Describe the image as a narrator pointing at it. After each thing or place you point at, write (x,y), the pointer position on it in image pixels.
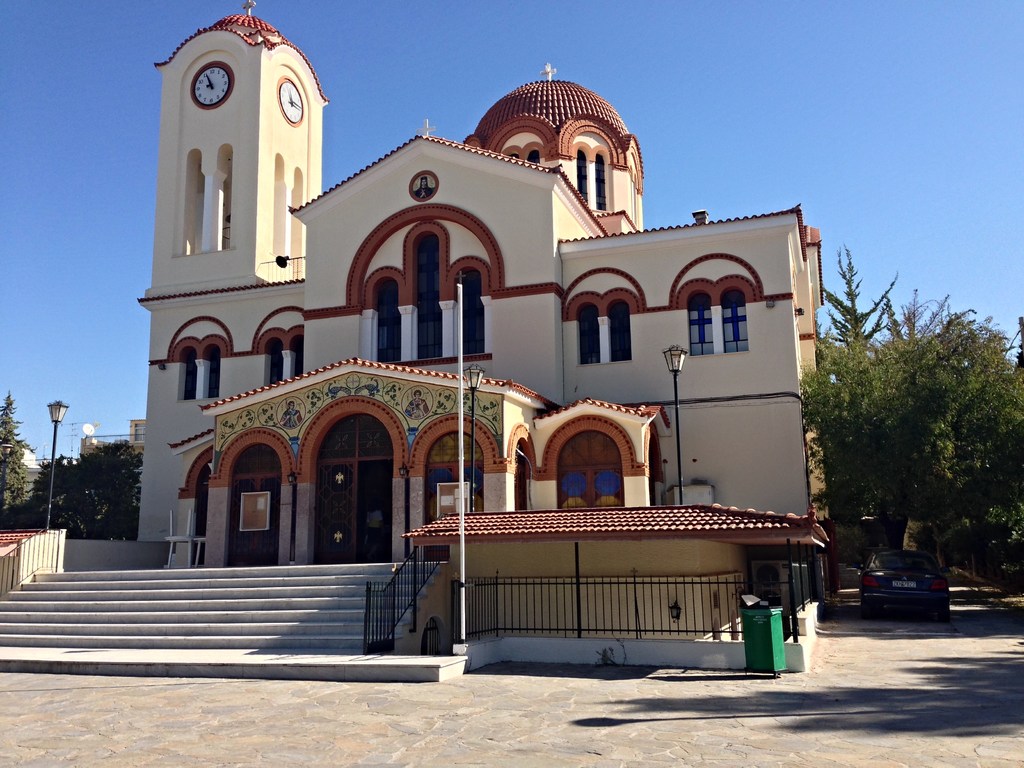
This picture is clicked outside. In the foreground (627,740) we can see the ground (789,691) and a bin like object (765,641). In the center (529,305) we can see a building (264,256) and a spire (210,217) and we can see the clocks (217,101) hanging on the walls (269,90) of the spire (259,176) and we can see the windows (438,332) and the doors (244,466) of the building (391,483) and we can see some other objects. In the foreground (319,574) we can see the stairway (220,621), railings (464,583), lamp posts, metal rods (561,579) on the right (909,570) there is a car (920,608) on the ground (917,623) the background (14,474) in the sky (73,325) buildings (141,437) and the trees (66,472).
